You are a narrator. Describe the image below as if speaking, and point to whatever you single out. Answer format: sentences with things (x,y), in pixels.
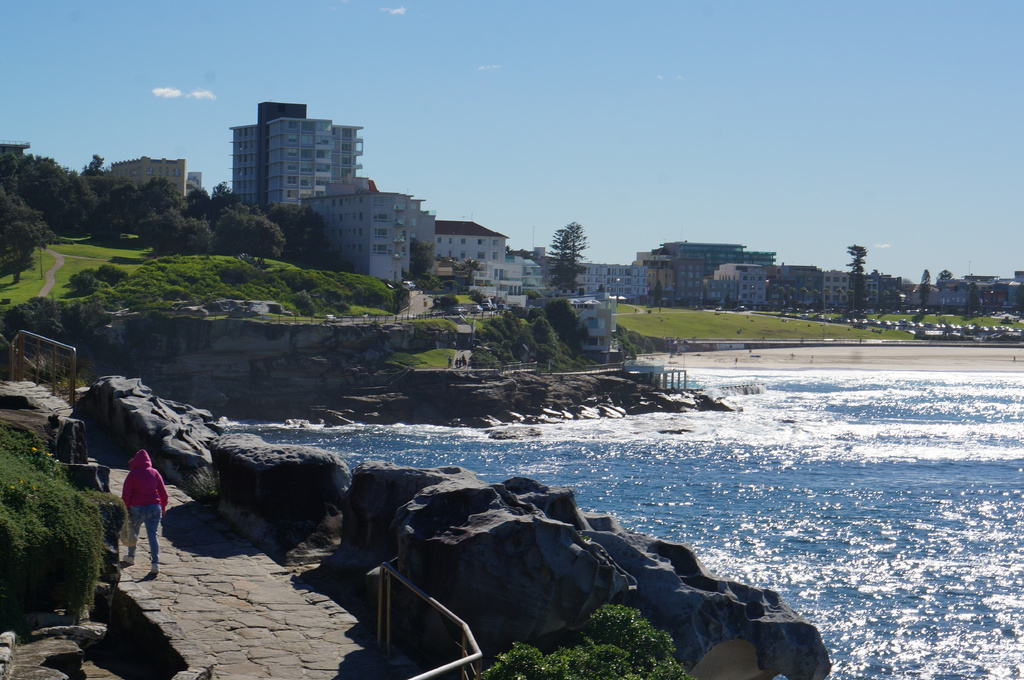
In this image we can see one person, there are trees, plants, grass (207,471), rocks (425,609), we can see water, few buildings (495,289), at the top (870,151) we can see the sky (124,103).
